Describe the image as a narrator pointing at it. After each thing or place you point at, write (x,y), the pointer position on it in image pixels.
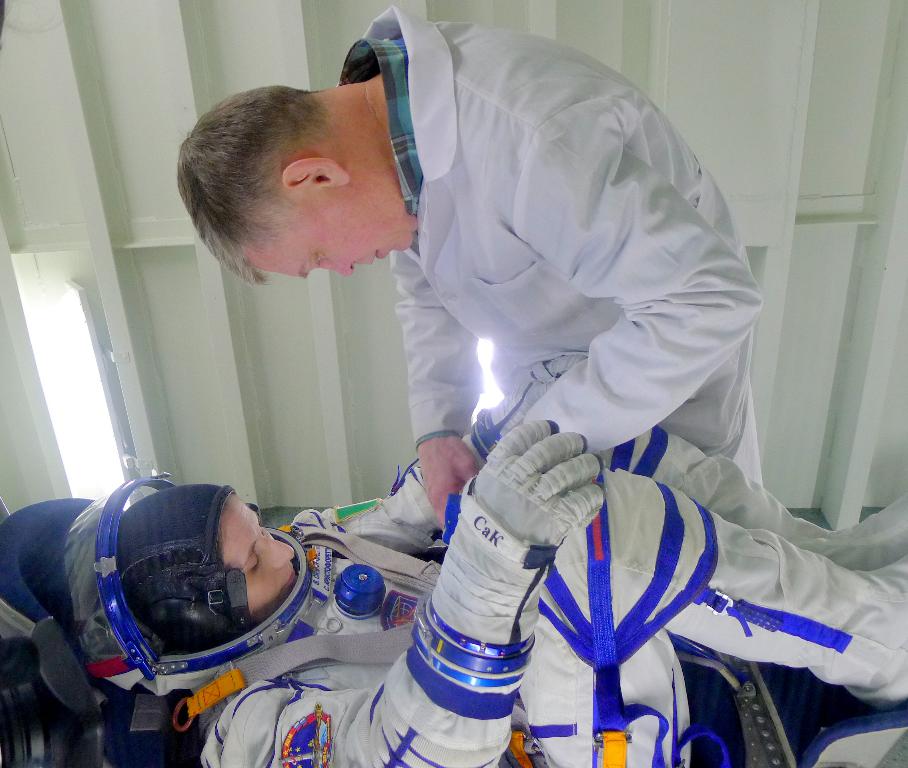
In this picture there is a girl (447,653) wearing white color astronaut dress (448,653) lying on the chair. In front (614,393) there is a man (612,170) wearing white color doctor coat (641,391) is adjusting the astronaut dress (444,545). Behind there is a iron shed (199,430).
